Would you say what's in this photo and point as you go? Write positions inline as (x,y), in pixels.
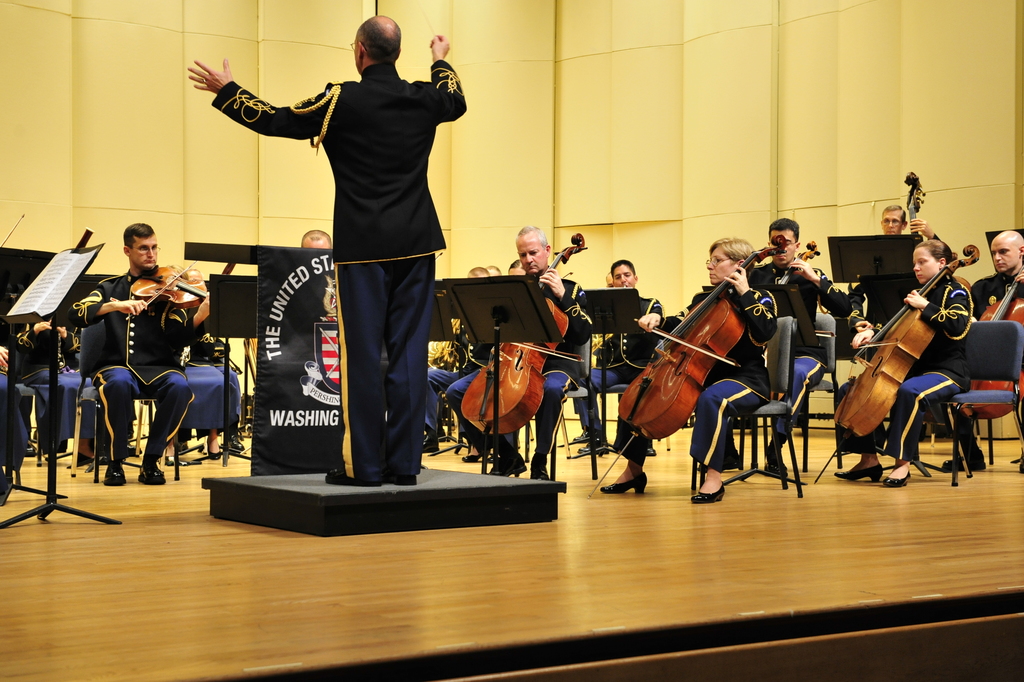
In this image a person (355,232) wearing a black uniform (362,202) is standing on the wooden board (434,527). Before him there is a flag (261,291). Few persons (949,347) are sitting on the chair (979,341) and playing violin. There are few stands (511,309) having papers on it. Background (17,133) there is wall (511,139).
